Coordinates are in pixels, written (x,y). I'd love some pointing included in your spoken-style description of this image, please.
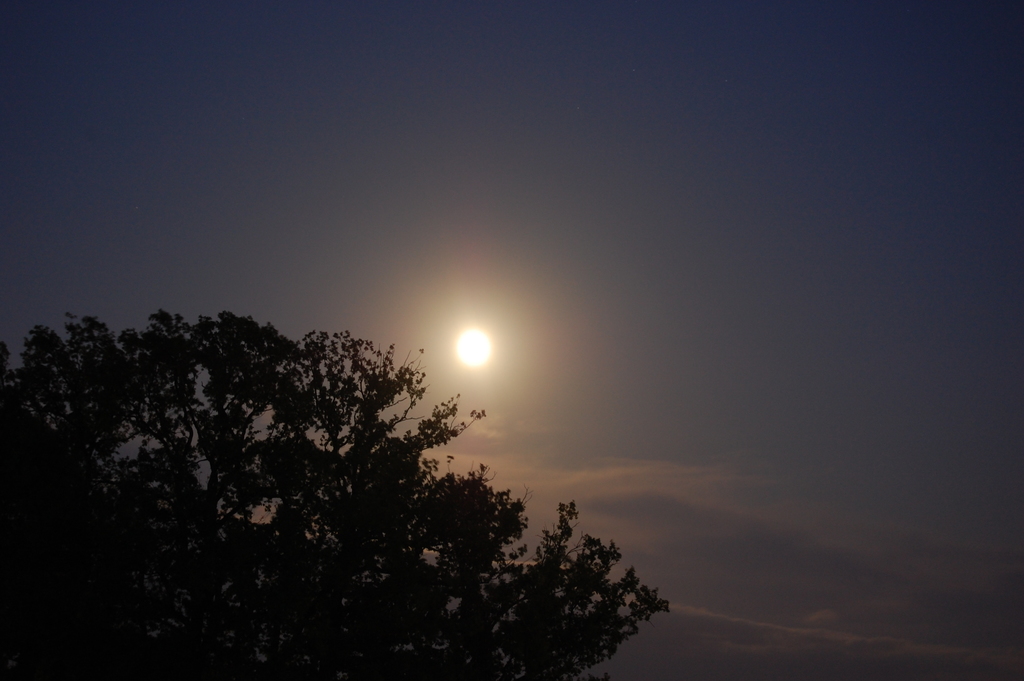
In this image there is tree (407,380) and moon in the sky (296,292).
